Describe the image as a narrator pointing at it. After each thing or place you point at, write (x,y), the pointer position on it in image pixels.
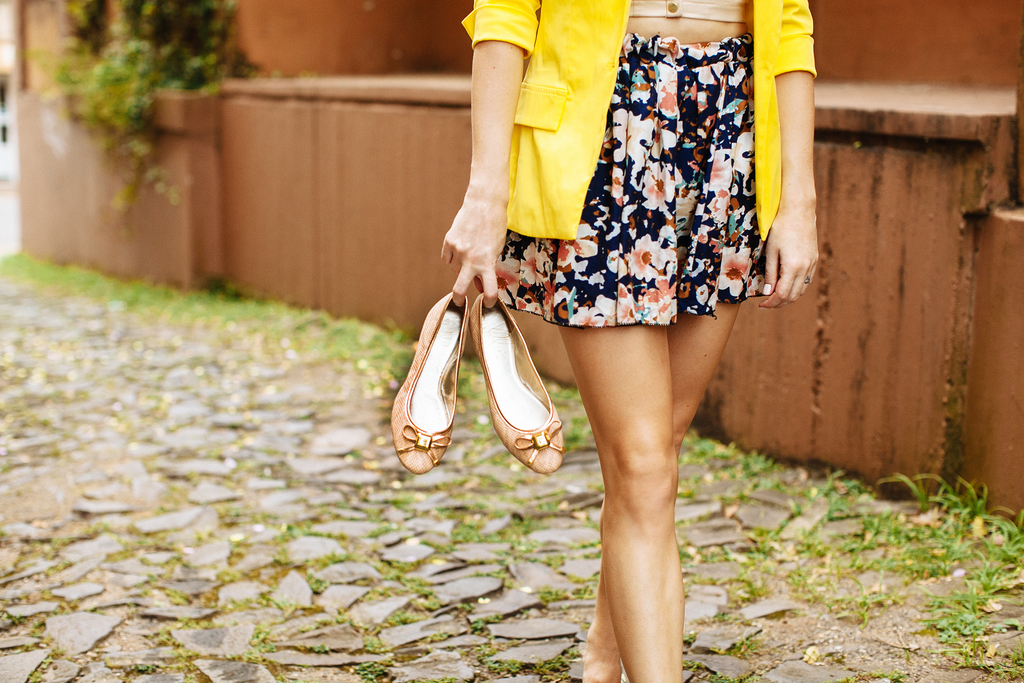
In the picture I can see a person (665,288), though face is not visible. The person (489,249) is wearing a yellow color jacket (579,83) and a skirt (647,186) and holding footwear (451,299). I can see the wall (329,37) and there are plants (217,50) on the top left side of the picture (220,61). I can see the stone flooring (309,527) at the bottom of the picture (367,643).
